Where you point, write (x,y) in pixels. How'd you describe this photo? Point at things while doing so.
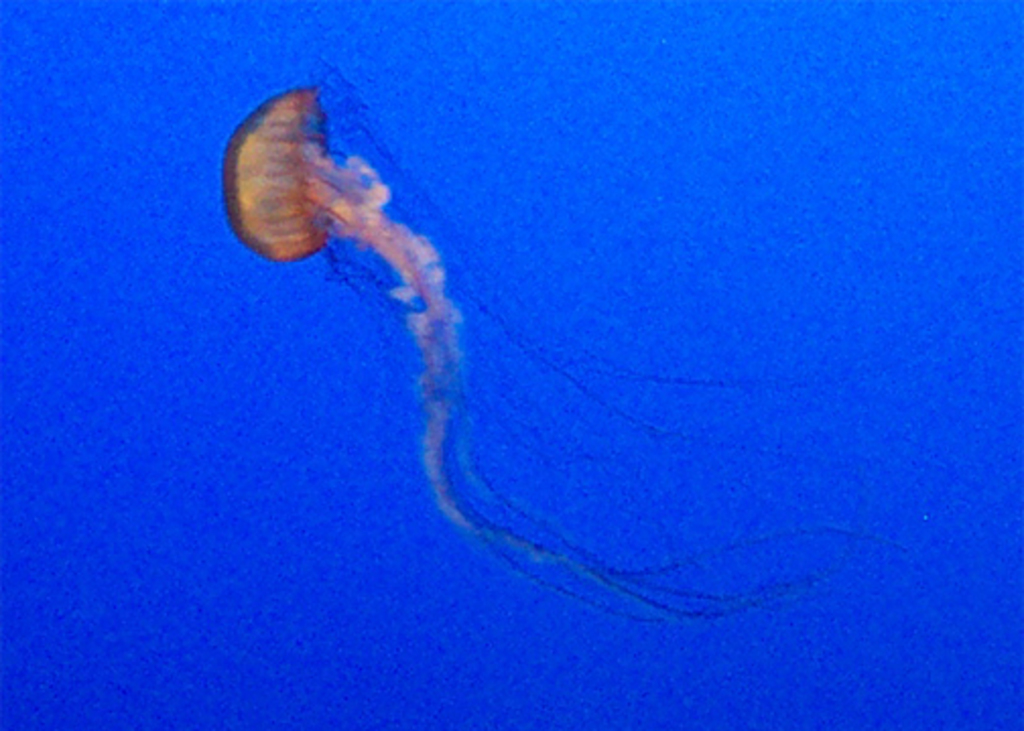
This image is taken in the sea (659,414). In the middle of the image (443,468) there is a jellyfish (357,228) in the water (416,437).
